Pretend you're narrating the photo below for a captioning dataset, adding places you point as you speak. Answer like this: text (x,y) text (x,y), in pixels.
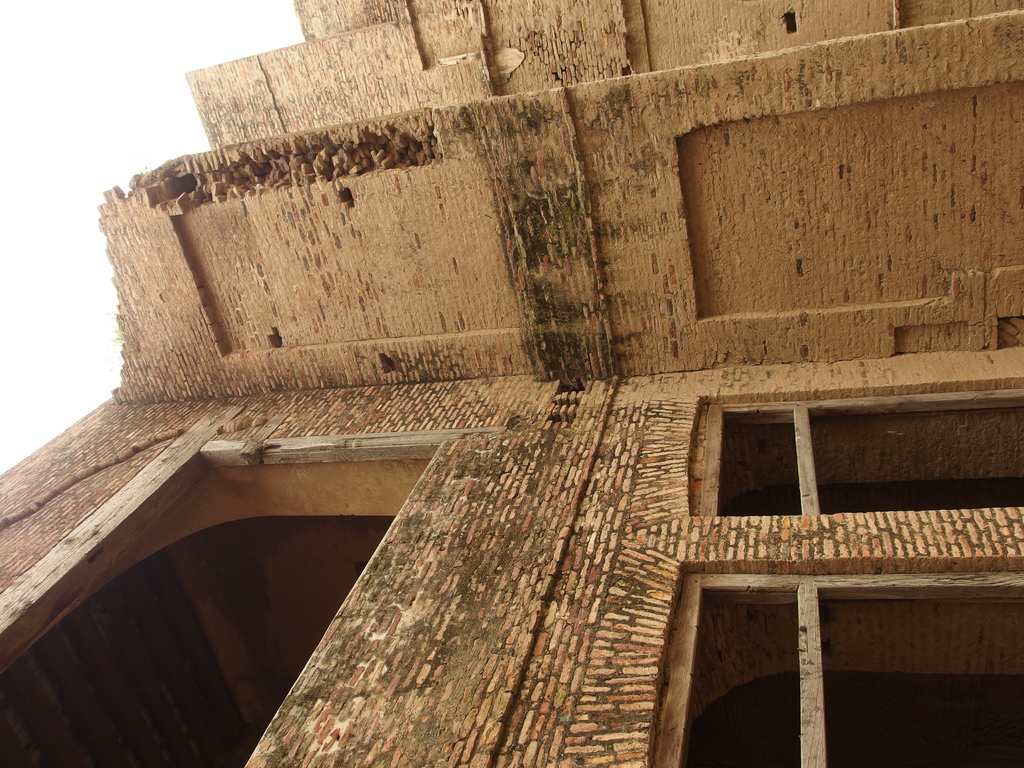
In this picture I can see a building (563,332) in front (1013,306) and I can see the white color background (137,51).
